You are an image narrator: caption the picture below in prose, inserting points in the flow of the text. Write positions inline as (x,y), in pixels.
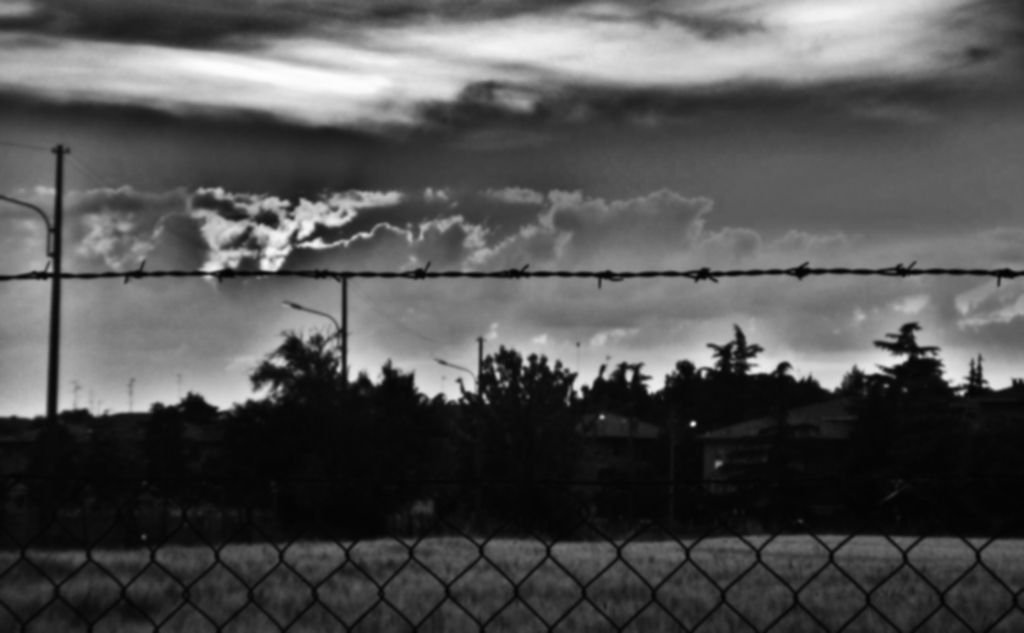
In the foreground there is fencing (201,503). In the middle (608,399) there are trees (348,400), pole (52,366) and cables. In the background (492,178) there is sky (520,153).
